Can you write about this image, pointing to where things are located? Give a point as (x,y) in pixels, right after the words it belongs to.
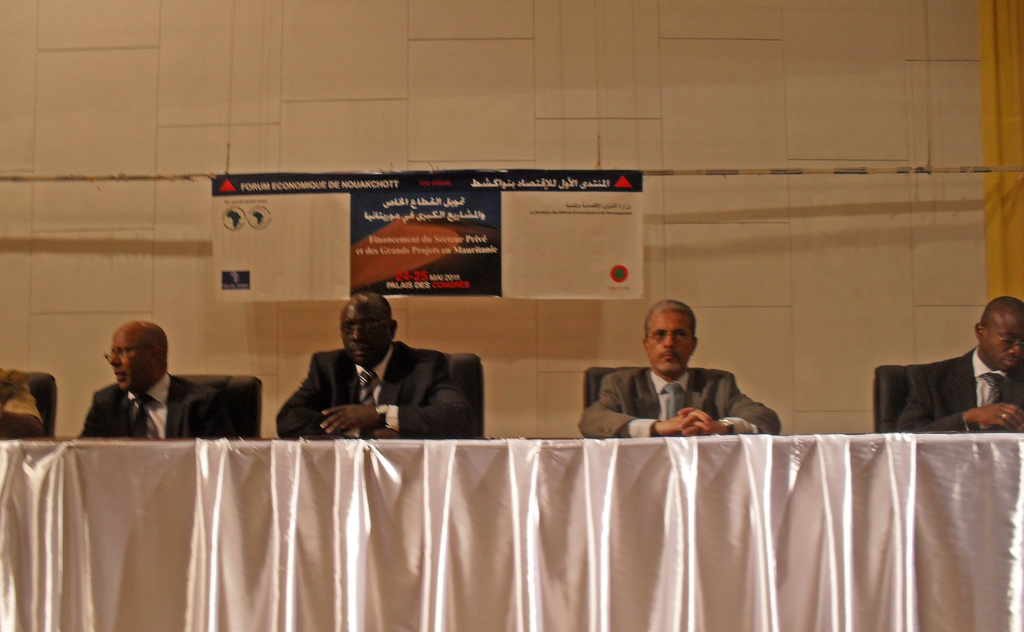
In this image I can see the group of people (415,379) sitting on the chairs (590,388) and wearing the blazers (643,385). In-front of these people (602,409) I can see the table (483,469) covered with cloth (539,481). In the background (581,404) I can see the board (397,253) and the wall (395,126).
